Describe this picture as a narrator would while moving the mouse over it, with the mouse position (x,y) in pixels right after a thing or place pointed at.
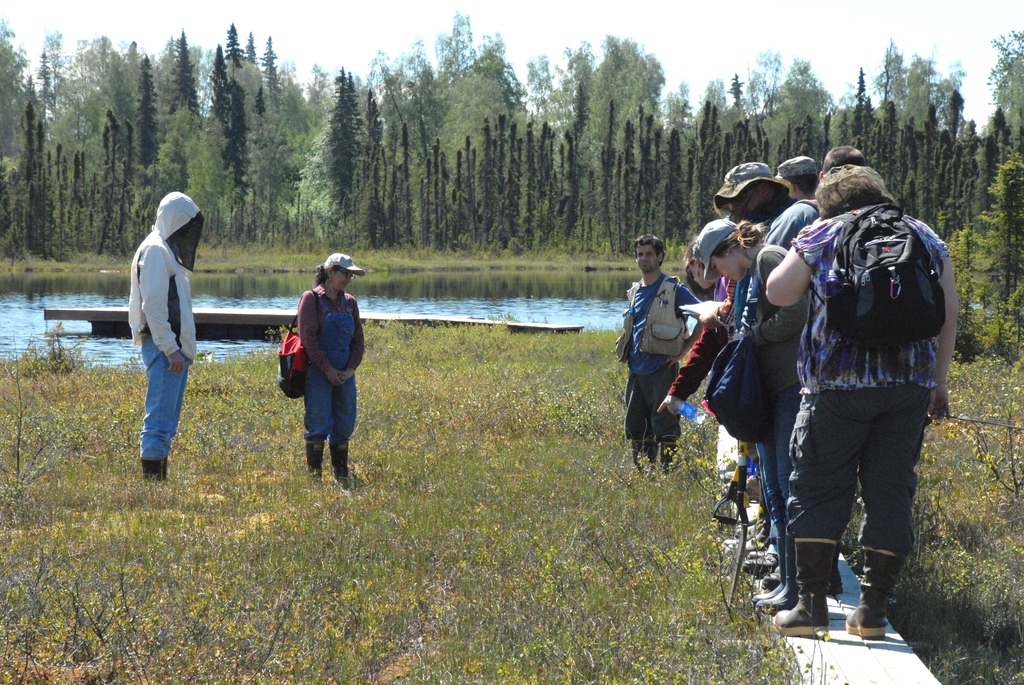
In this image in the front (409,573) there's grass (459,592) on the ground (388,558). In the center (351,342) there are group of persons (635,348) standing. In the background (459,271) there is water (491,272) and there are trees (968,177).
